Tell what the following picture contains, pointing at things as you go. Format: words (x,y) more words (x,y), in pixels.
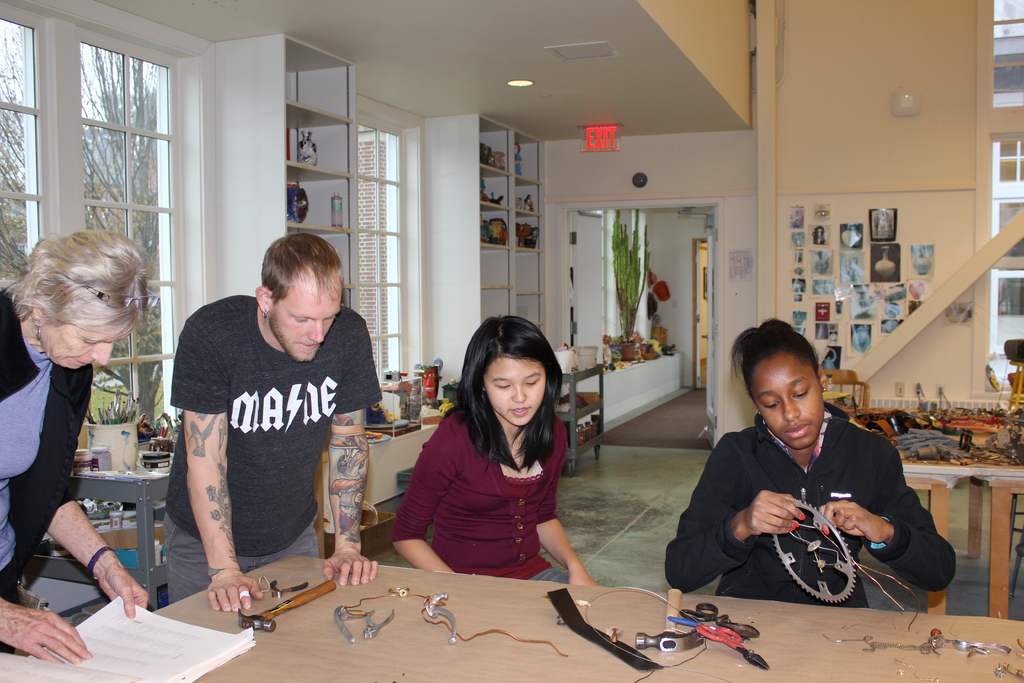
Here we can see both are sitting and both are standing, and in front (462,643) here is the table (413,638) and book (245,636) and some objects (587,609) on it, and here is the window (68,189) and here is the tree (138,112), and here is the table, and here is the wall (812,113).
